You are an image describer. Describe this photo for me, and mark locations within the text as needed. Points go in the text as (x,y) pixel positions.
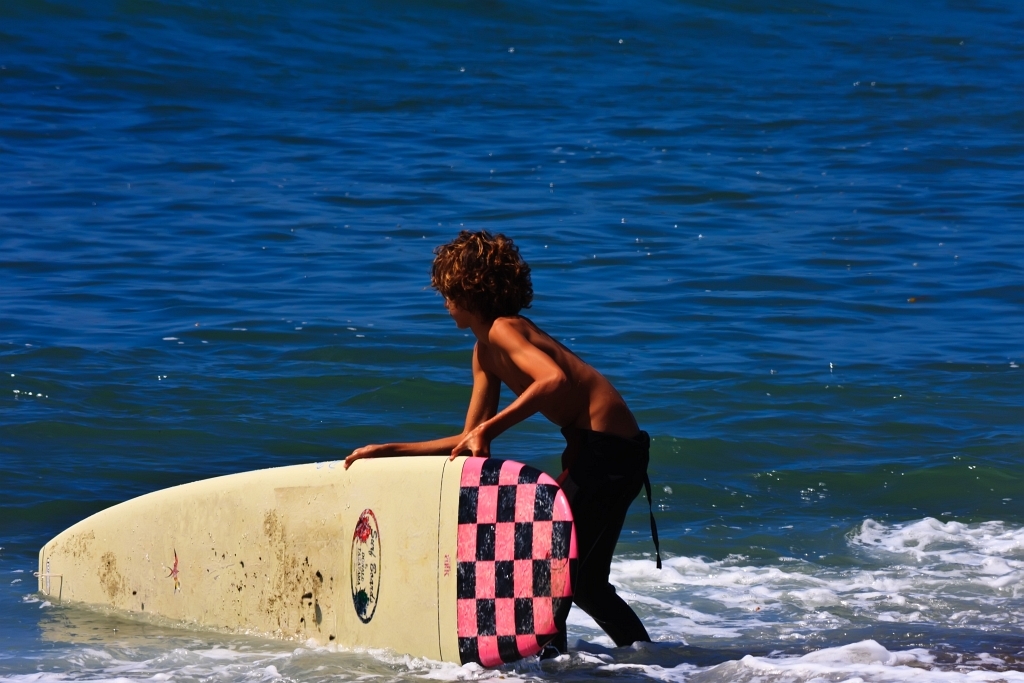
In the image we can see there is a kid (495,328) who is holding a surfing board (310,563) and there is a water (392,403) all around.
